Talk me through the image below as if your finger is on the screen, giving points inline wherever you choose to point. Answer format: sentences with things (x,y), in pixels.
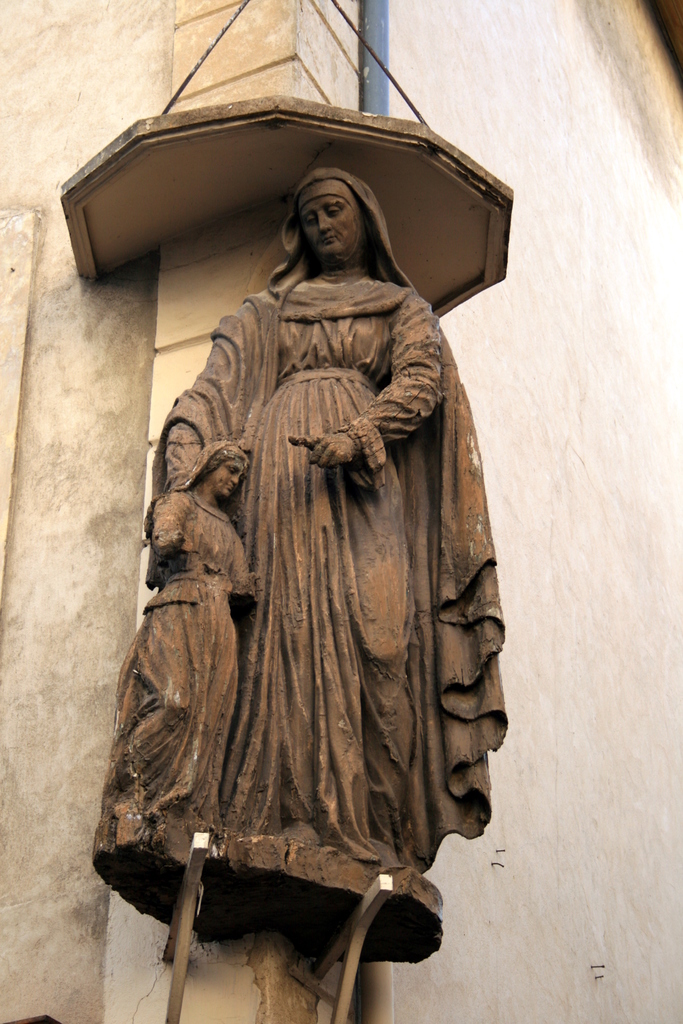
In the center of the image (371,508) a statue (270,486) is there. In the background of the image (18,918) we can see the wall (413,76) and pipe (381,76).
